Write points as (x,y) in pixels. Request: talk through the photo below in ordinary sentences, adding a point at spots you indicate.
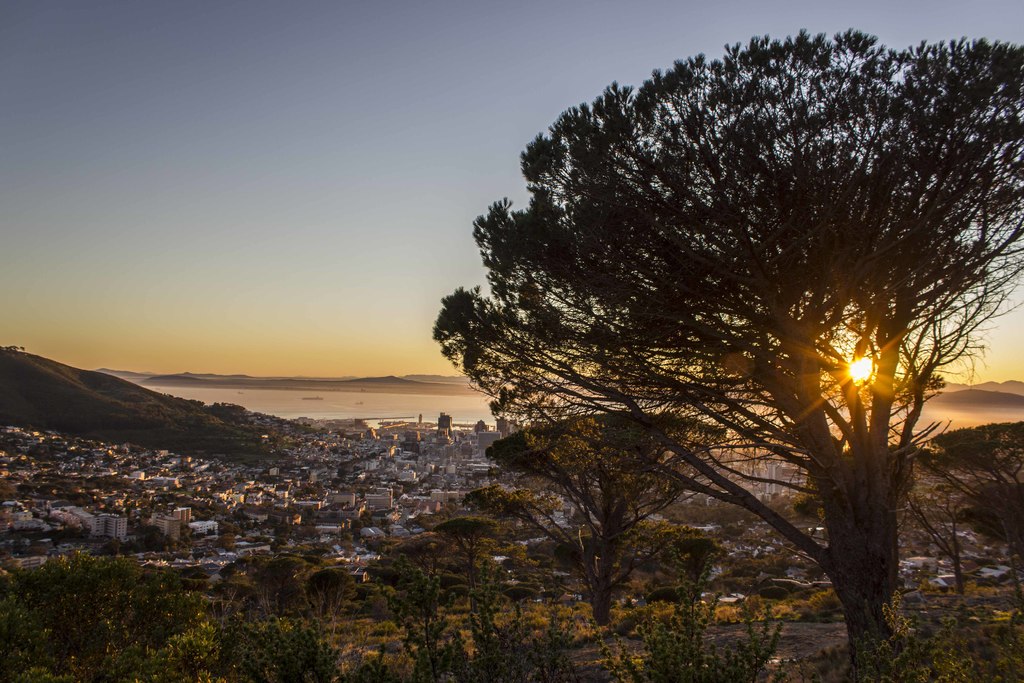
In this picture I can see number of trees (777,173) in front (35,611) and in the middle of this picture (443,444) I can see number of buildings (182,466). In the background (328,271) I can see the sky (417,164) and on the right side of this picture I can see the sun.
